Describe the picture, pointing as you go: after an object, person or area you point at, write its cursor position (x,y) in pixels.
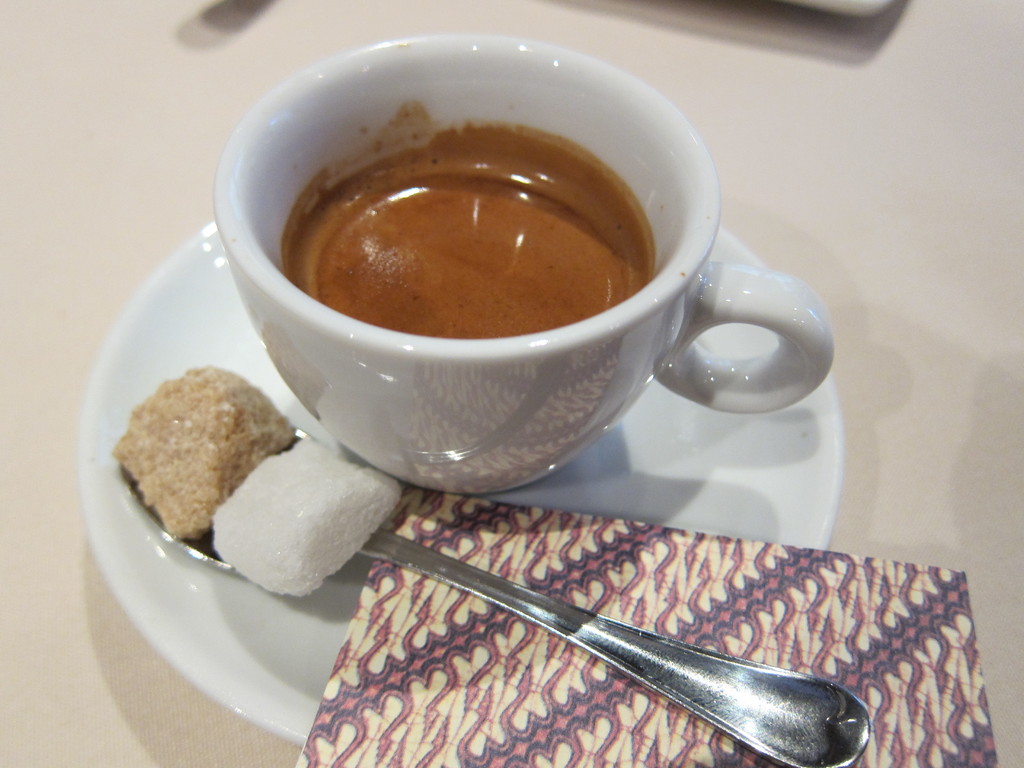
In this image there is coffee (461,263) in a cup (442,348), the cup (430,344) is placed on a saucer (665,471), there is a spoon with sugar cubes (319,493) and a napkin (432,631) on the saucer (582,479).
